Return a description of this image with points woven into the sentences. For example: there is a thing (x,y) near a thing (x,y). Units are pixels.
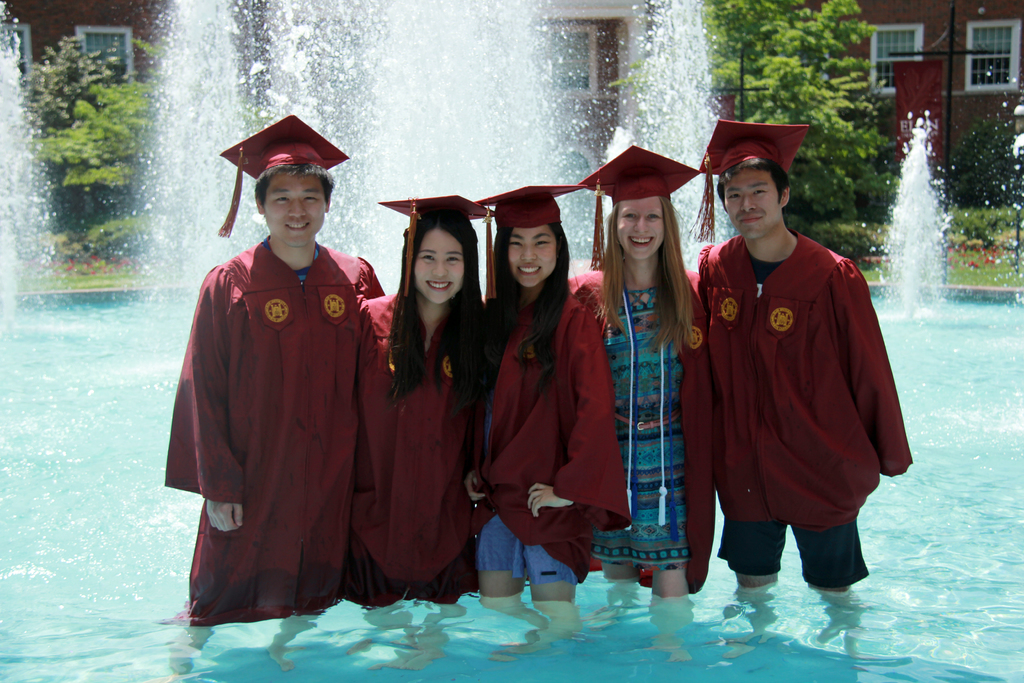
In this picture I can observe five members (486,337) standing in the pool (135,408). All of them are wearing academic dresses (262,438) which are in maroon color. They are smiling. Behind them I can observe water fountain (486,123). In the background (109,115) there are trees (129,220) and a building (111,39).
